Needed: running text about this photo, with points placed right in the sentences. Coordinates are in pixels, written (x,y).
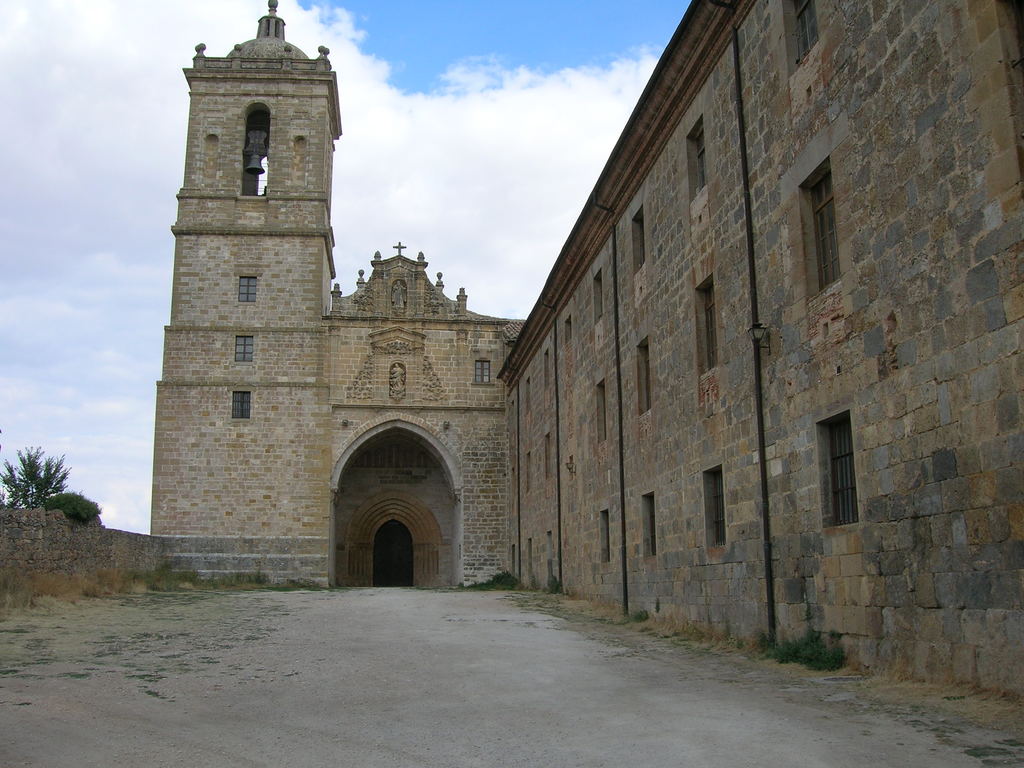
In this image I can see a building (423,367) in brown color, trees (32,478) in green color and sky (78,162) in white and blue color.
